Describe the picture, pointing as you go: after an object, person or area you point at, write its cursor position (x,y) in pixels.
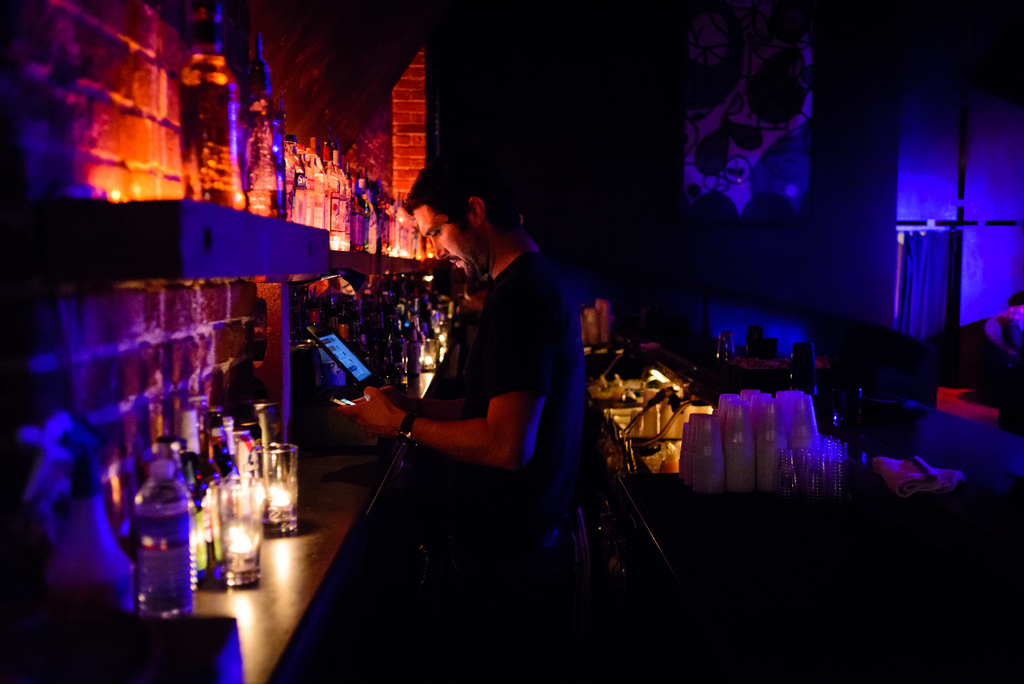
In this image there is a man (475,380) standing and holding a mobile phone (351,403), there is a table (909,426), there are glasses (771,454) on the table (931,443), there is a cloth (894,476) on the table (885,497), there is light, there is a water bottle (181,487), there are shelves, there are bottles (325,183) and glasses (227,497) on the shelves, there is the wall (572,128) towards the top of the image (641,74), there is a curtain (921,239), there is an object (156,654) towards the bottom of the image (170,647).
